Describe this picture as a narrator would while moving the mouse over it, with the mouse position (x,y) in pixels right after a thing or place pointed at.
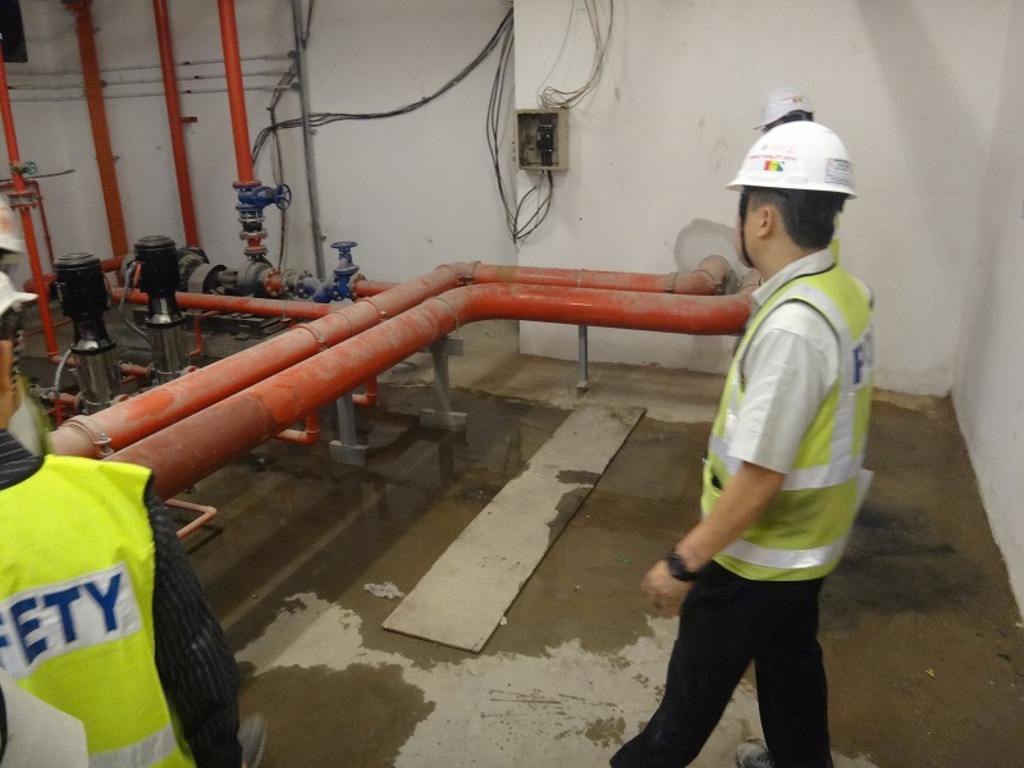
This picture describes about group of people (718,452), few people (708,469) wore helmets (12,236), in front of them we can see water (326,451), few pipes (316,327) and machines (147,291), in the background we can see a box (541,146) on the wall (575,148).
